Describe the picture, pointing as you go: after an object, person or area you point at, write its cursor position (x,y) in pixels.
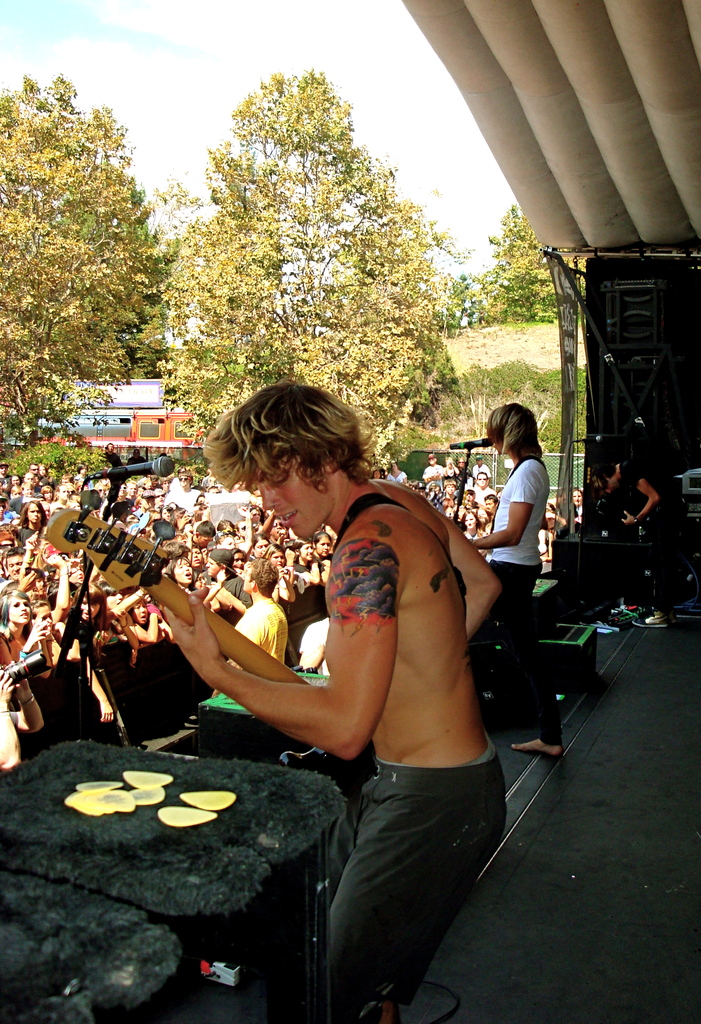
In the foreground of this image (552,791), on the stage (536,773), there are three persons (415,671) playing guitar (113,580) in front of mics (110,506). In the background (111,664), there is crowd (21,605) standing, trees (80,278), few objects (144,413), sky (37,27) and the cloud (235,44) on the top (26,27).
